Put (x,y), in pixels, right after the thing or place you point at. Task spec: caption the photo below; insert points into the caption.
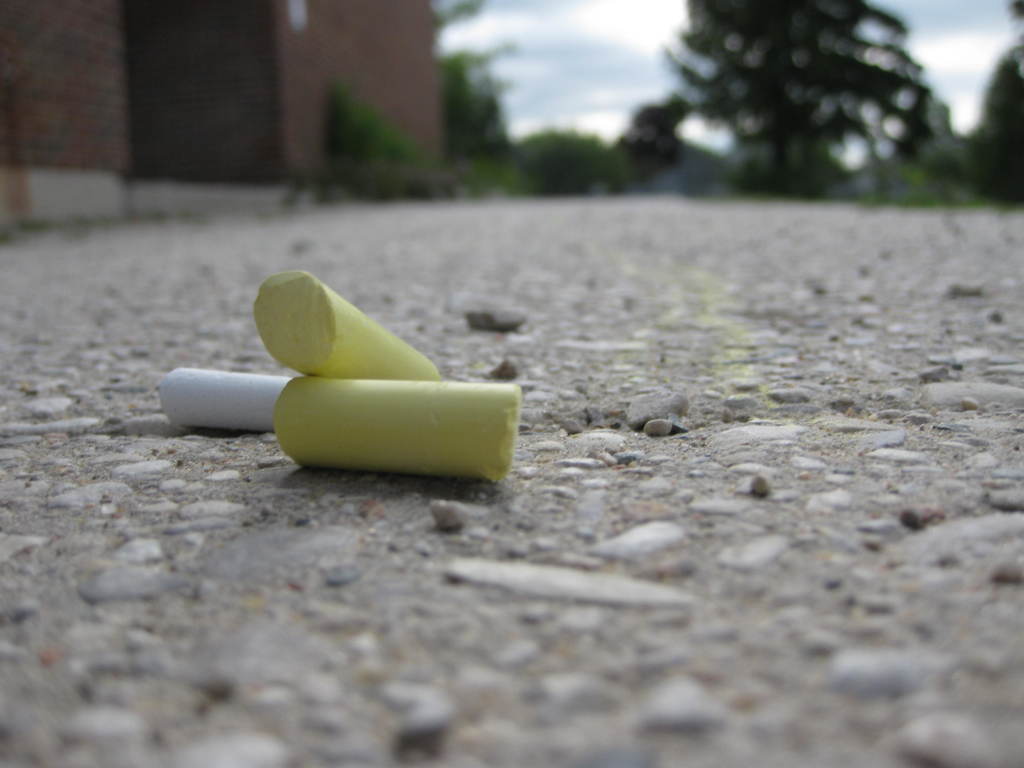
In this image I can see the ground (605,456) and few chalk pieces (376,416) which are white and yellow in color. I can see the blurry background (419,114) in which I can see few trees (344,125), few buildings (274,94) and the sky (652,94).
